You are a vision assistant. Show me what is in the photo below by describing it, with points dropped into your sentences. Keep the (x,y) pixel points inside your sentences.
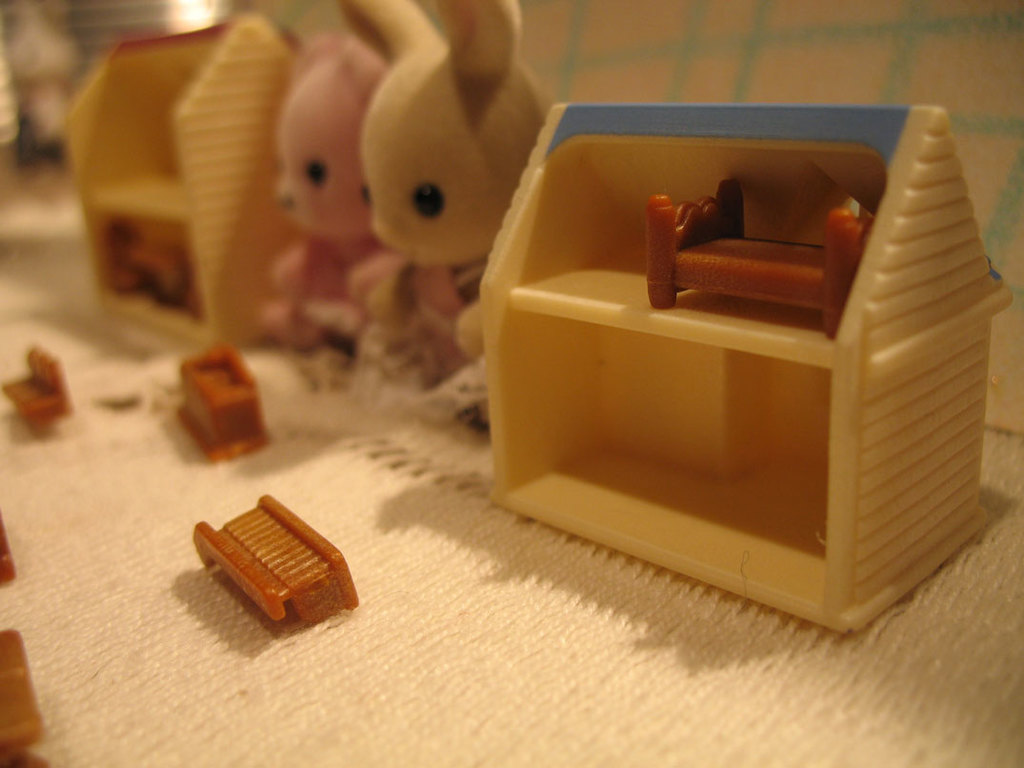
In this picture we can see toys (299,290) on a cloth (343,400) and in the background (40,46) it is blurry.
